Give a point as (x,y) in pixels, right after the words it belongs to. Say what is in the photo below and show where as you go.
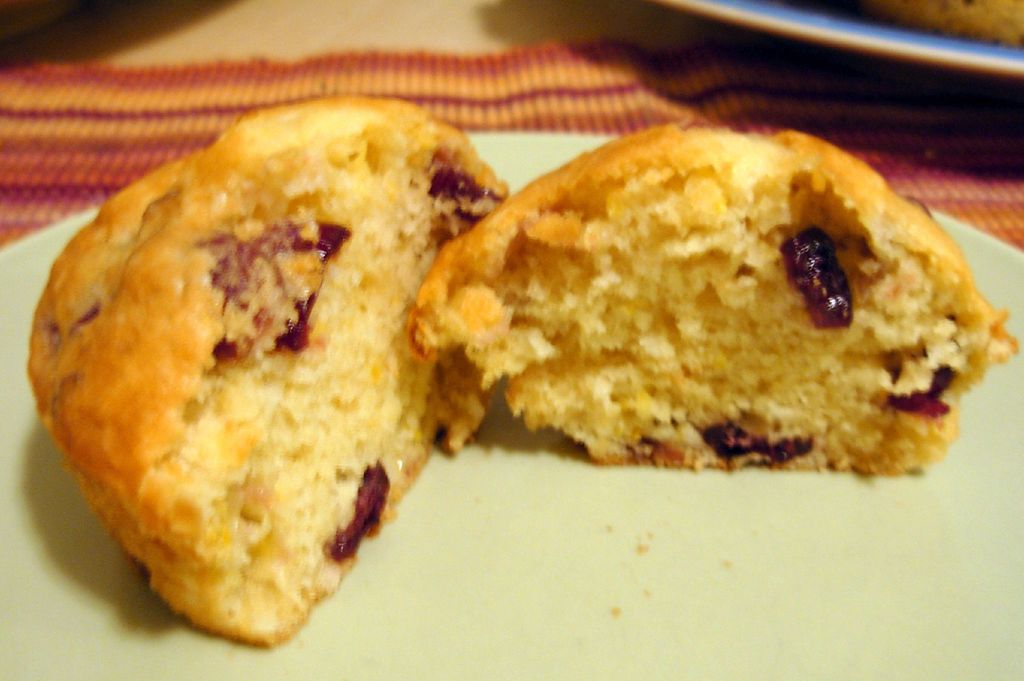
In this image I can see a pale green colored plate (749,556) and in it I can see a food item (708,324) which is cream and brown in color. I can see few other objects (619,87).
